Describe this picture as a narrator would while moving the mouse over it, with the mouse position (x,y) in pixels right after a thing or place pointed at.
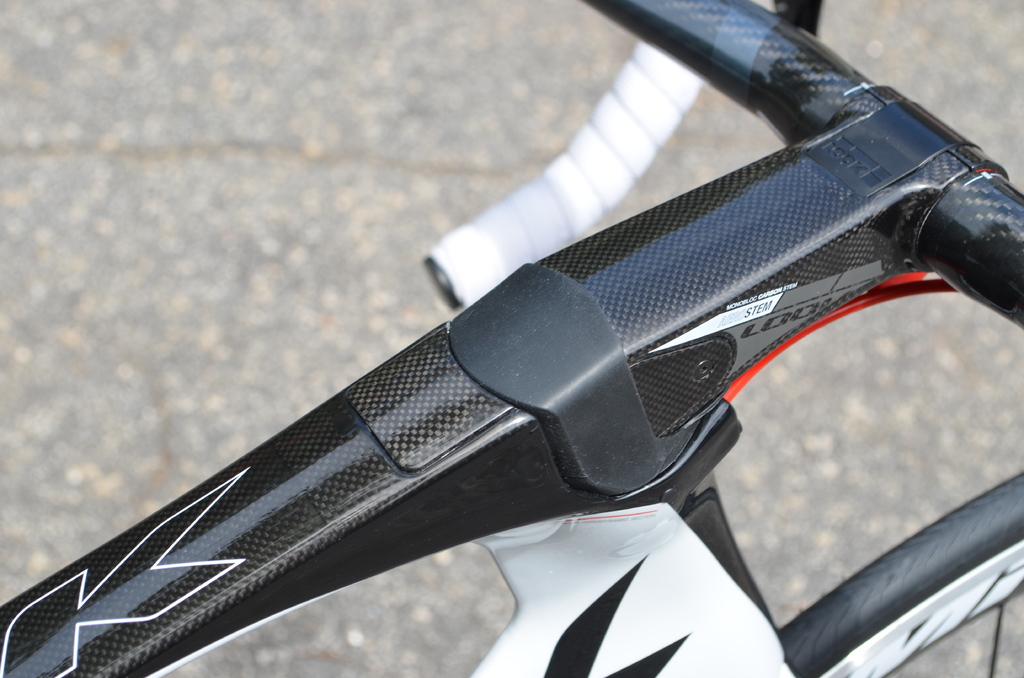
This image is taken outdoors. In the background (228,295) there is a road (332,246). At the bottom of the image (727,540) there is a bicycle (707,264) parked on the road (864,383).
